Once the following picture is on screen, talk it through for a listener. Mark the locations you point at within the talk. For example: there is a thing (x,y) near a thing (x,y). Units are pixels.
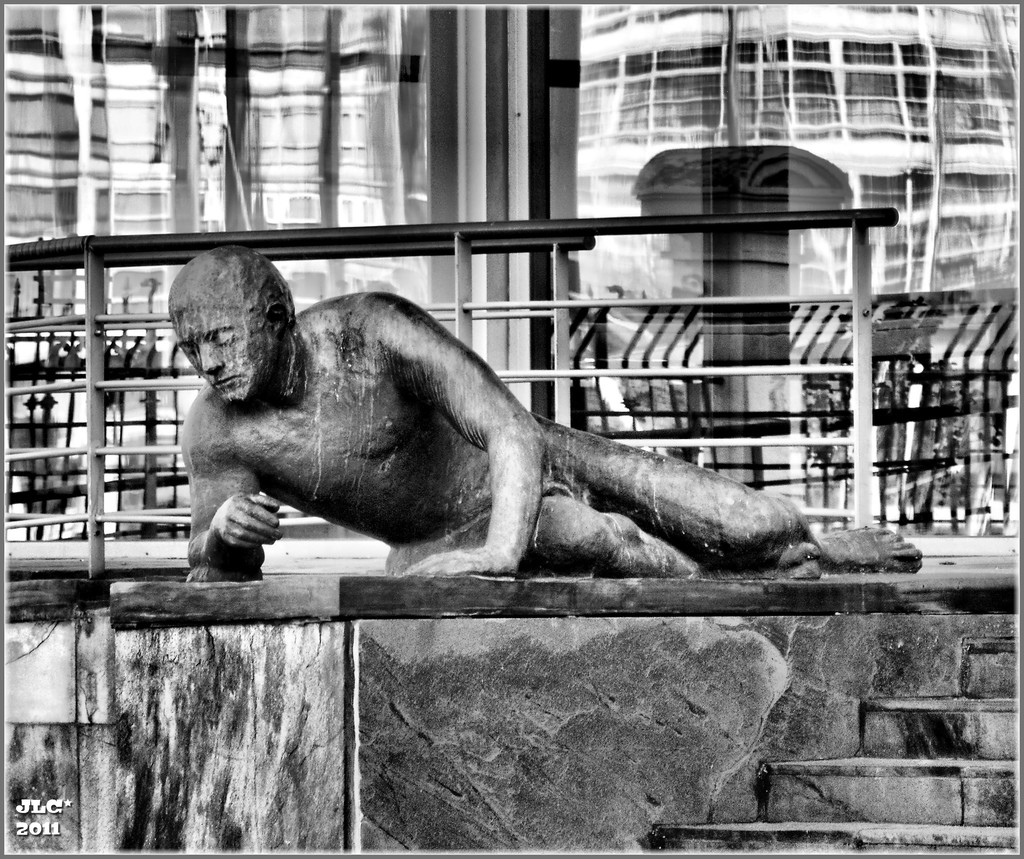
This is a black and white picture. In the foreground of the picture (428,484) there is a sculpture (287,374). In the background (158,161) there are buildings (168,166), railing (43,392) and glass windows (224,103).
